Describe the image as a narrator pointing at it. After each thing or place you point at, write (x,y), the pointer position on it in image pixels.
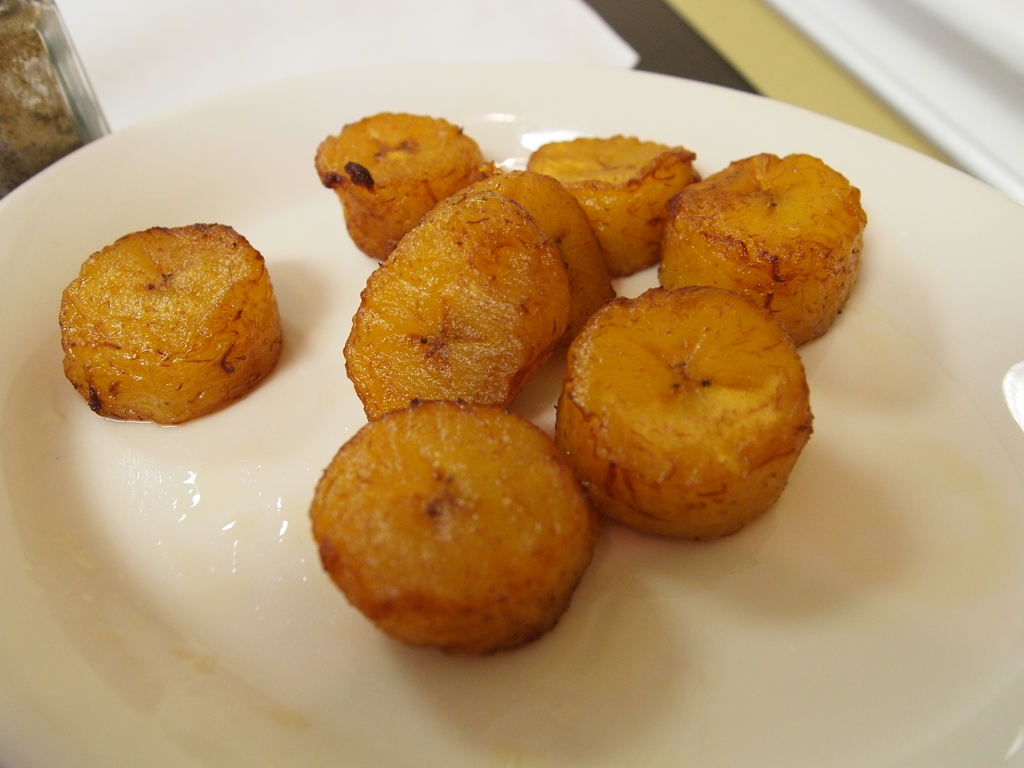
In this image we can see one white plate (343,265) with food (143,236), one object (1021,418) on the right side of the image (986,57), few objects (726,38) at the top of the image (172,58) and one object (65,65) looks like a bowl (56,63) with food (23,70) on the top left side (15,76) corner of the image.
